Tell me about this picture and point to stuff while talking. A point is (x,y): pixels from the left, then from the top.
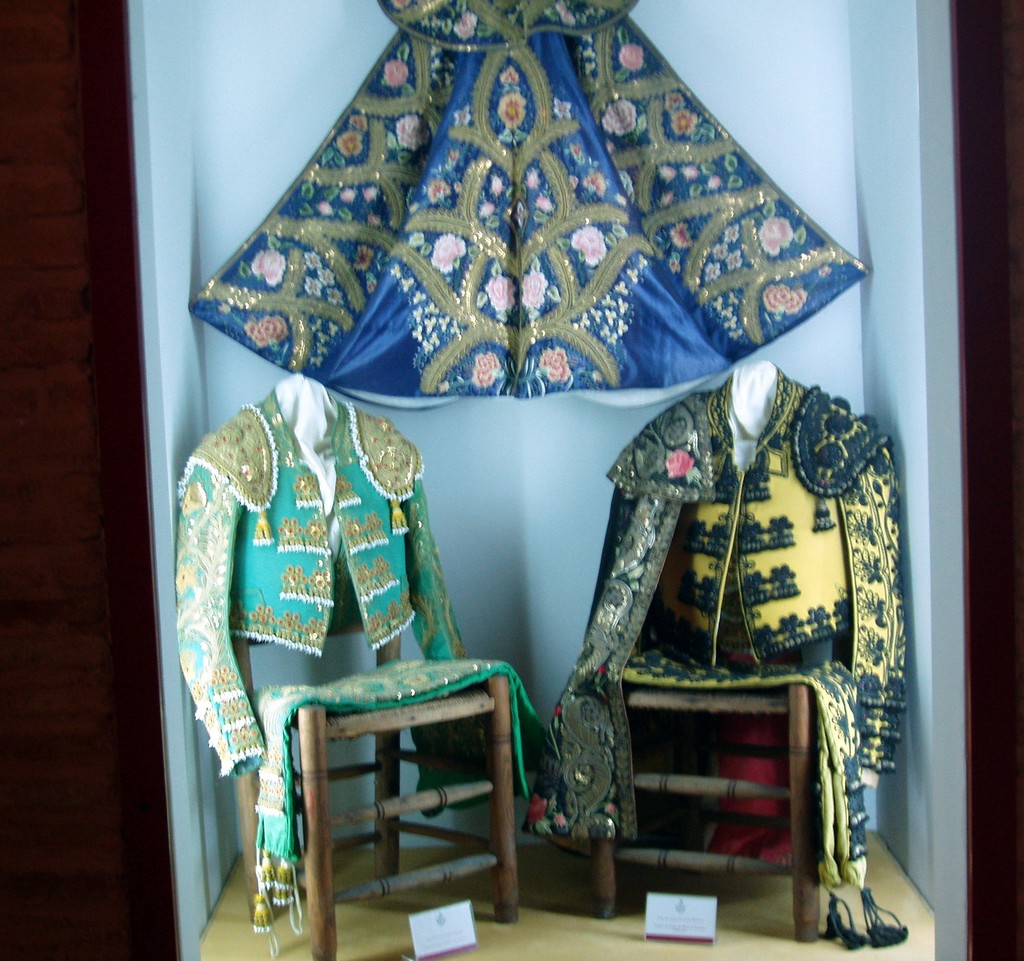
In this picture we can see jackets (370,568) on chairs (412,761) with name boards (681,906) in front (681,925) and in background (364,325) we can see cloth (588,172) to wall (776,36).
